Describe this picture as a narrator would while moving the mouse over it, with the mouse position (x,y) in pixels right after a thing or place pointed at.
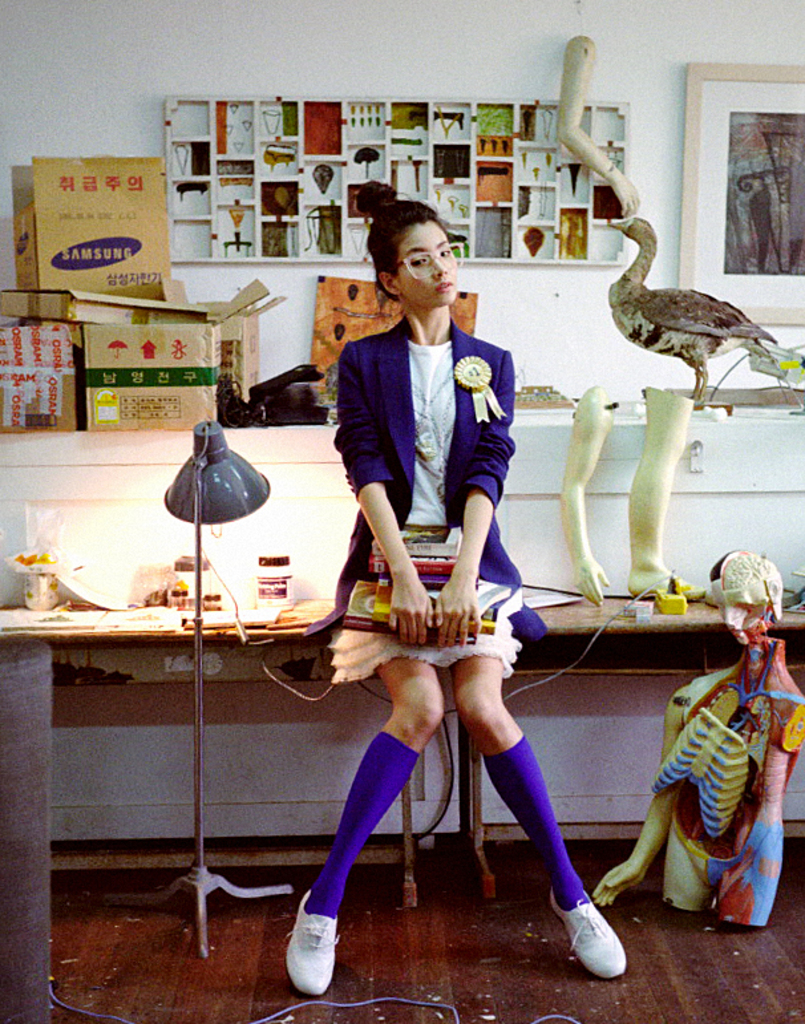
In front of the image there is a person (425,466) sitting on the table (248,661) and she is holding the books (377,597). Beside her there are a few objects (770,578) on the table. There is a lamp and some other objects (724,873) on the surface (82,907). In the background of the image (63,277) there are boxes (245,331) and a few objects (752,390) on the platform (594,486). There are photo frames (779,208) on the wall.
